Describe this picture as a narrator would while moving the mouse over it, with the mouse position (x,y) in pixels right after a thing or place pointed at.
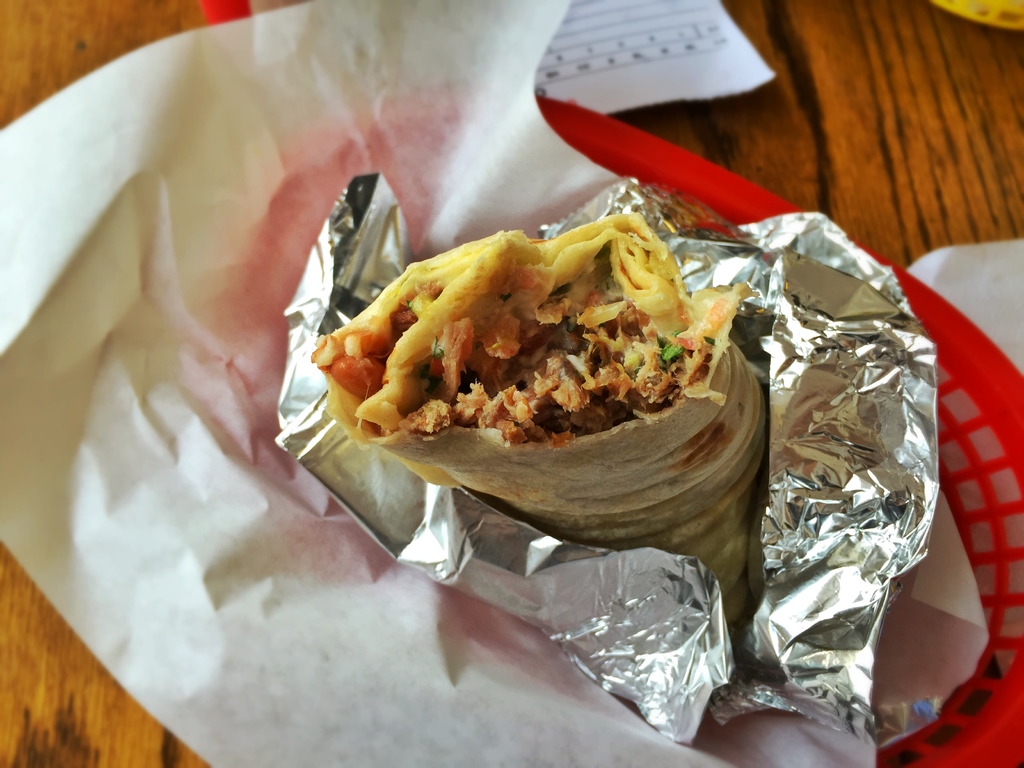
In this image there is a stuffed tortilla (537,419) in a wrap (765,411) in a basket (570,134) on a table (976,162) with some papers (576,66).
